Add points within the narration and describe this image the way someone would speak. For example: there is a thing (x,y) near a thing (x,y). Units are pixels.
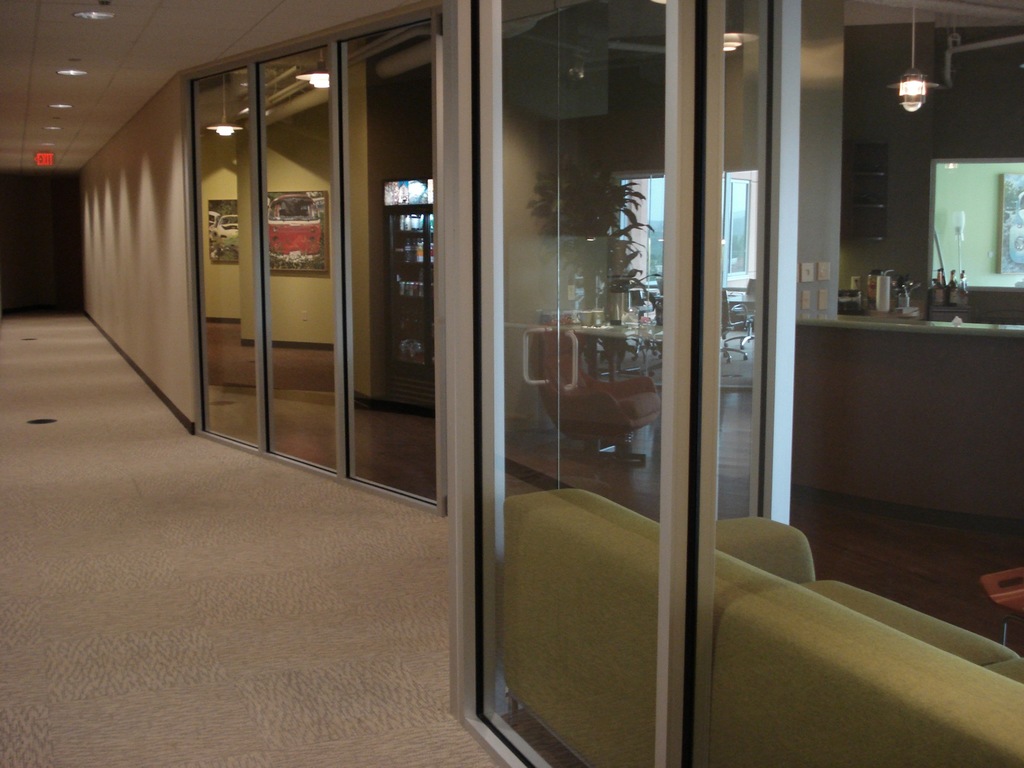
On the left side (102,588) we can see the floor (34,573) and we can see wall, glass doors (225,217) and lights (96,16), an object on the ceiling (57,5). On the glass doors (249,222) we can see the reflections (297,251) of plants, objects (821,289), lights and frames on the wall (278,297).
